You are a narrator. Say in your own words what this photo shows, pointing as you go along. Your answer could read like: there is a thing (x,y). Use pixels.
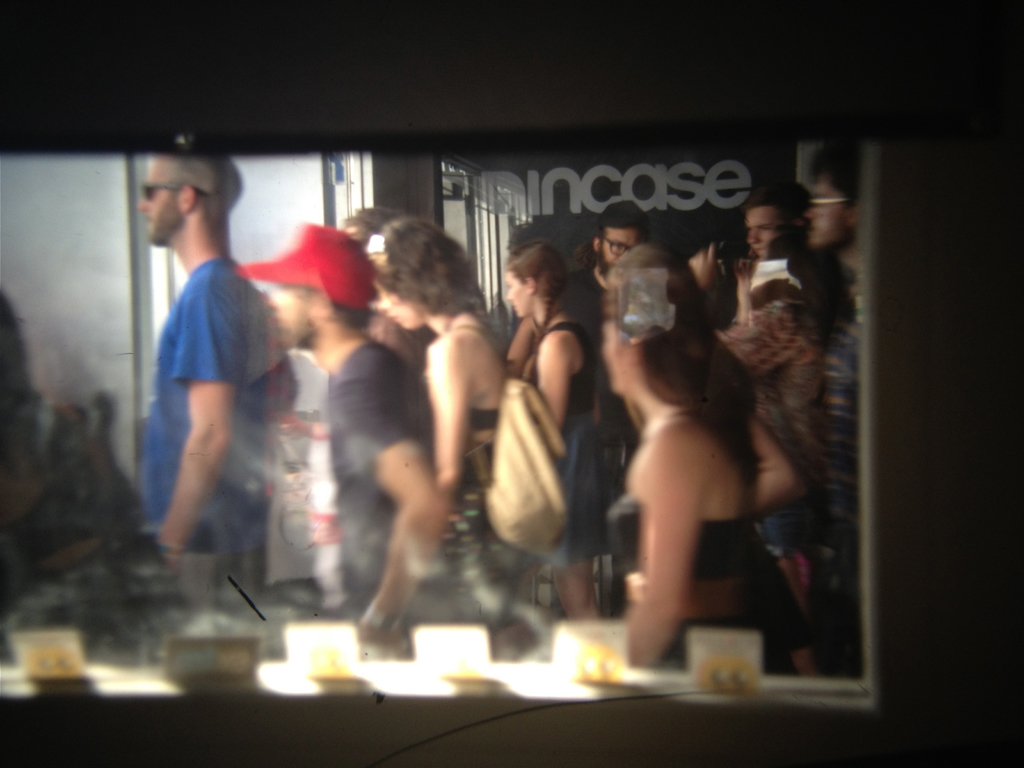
In this image I can see there are crowd of people (159,432) visible and I can see a woman (464,450) carrying a backpack (506,452) and I can see the wall (304,167), back side of persons (424,566) and I can see text (686,187) at the bottom (305,626) I can see there are some papers (564,638) kept on the wall (896,670).
